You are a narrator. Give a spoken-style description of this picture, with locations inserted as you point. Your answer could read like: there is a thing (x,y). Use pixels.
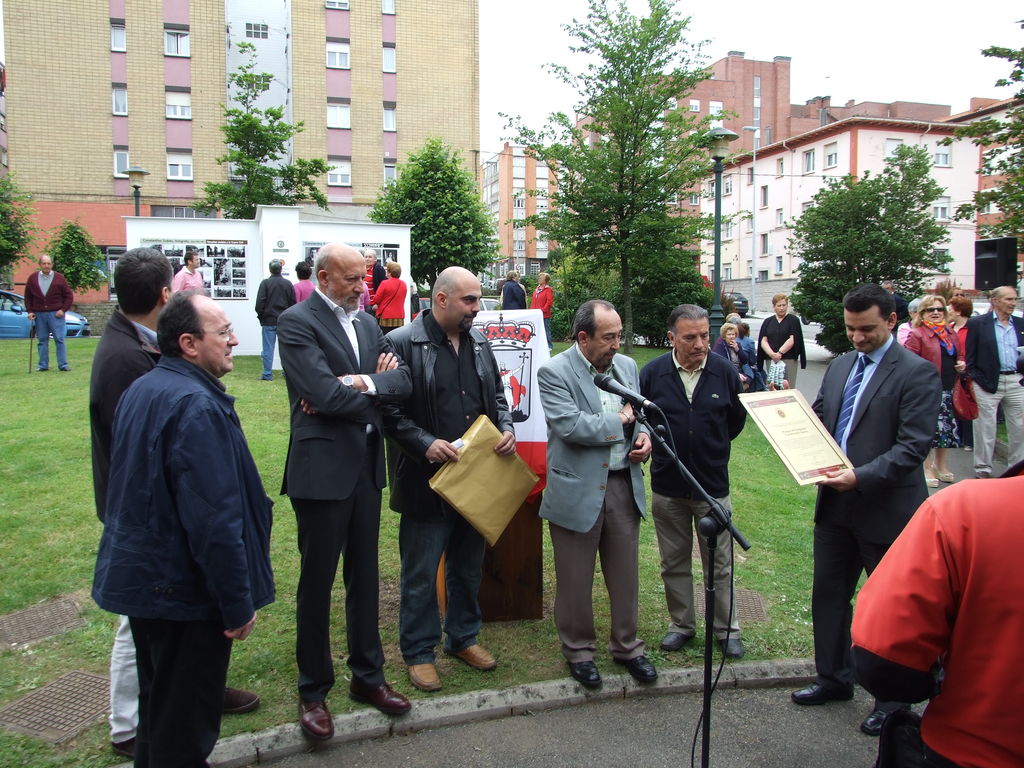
This picture is clicked outside. On the right (909,478) we can see a person (839,384) wearing suit (886,410), holding an object (813,435) and standing and we can see a microphone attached to the metal stand (712,555) and we can see the group of persons (159,586) standing on the ground (444,680) and we can see the green grass (247,417) and some other objects (236,256). In the background (7,313) we can see a vehicle (19,305), buildings (502,209), trees (245,85), lampposts (709,140) and the sky (888,67) and some other objects (1001,267) and the group of persons (55,327).
